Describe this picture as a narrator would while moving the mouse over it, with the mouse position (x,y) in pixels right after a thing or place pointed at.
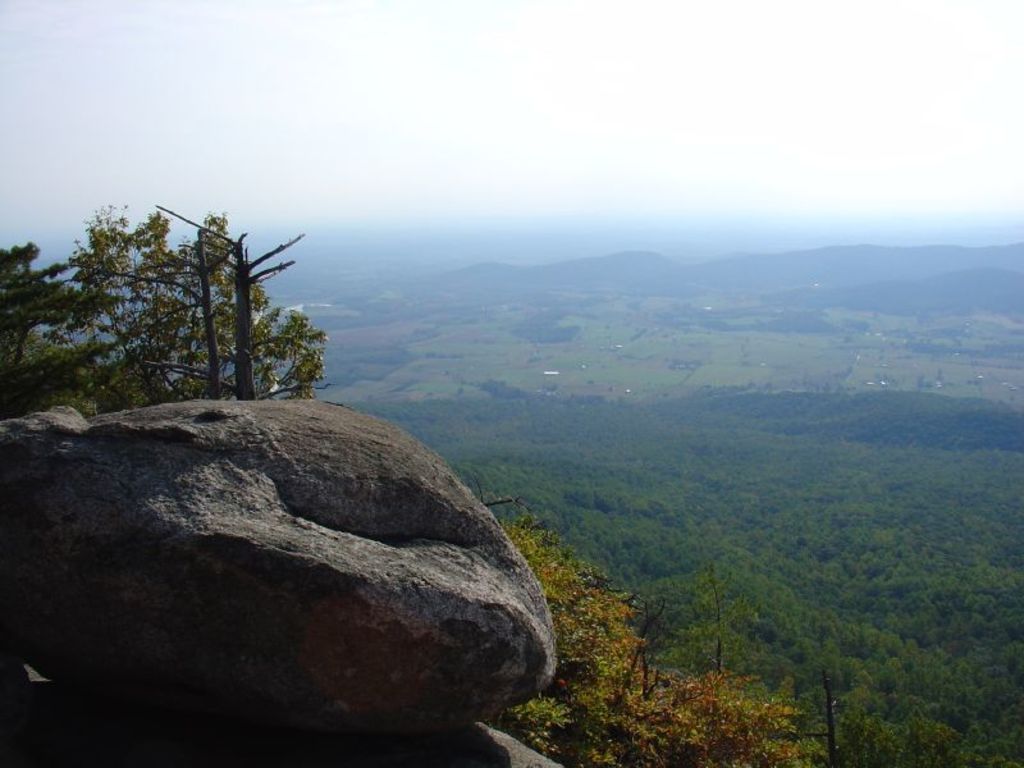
In the image there is a rock (167,621) on the left side (237,573) with trees (218,318) behind it, in the back (714,573) the land (762,405) is covered with plants (839,469) and trees (835,456) all over the place and above its sky (568,88).
